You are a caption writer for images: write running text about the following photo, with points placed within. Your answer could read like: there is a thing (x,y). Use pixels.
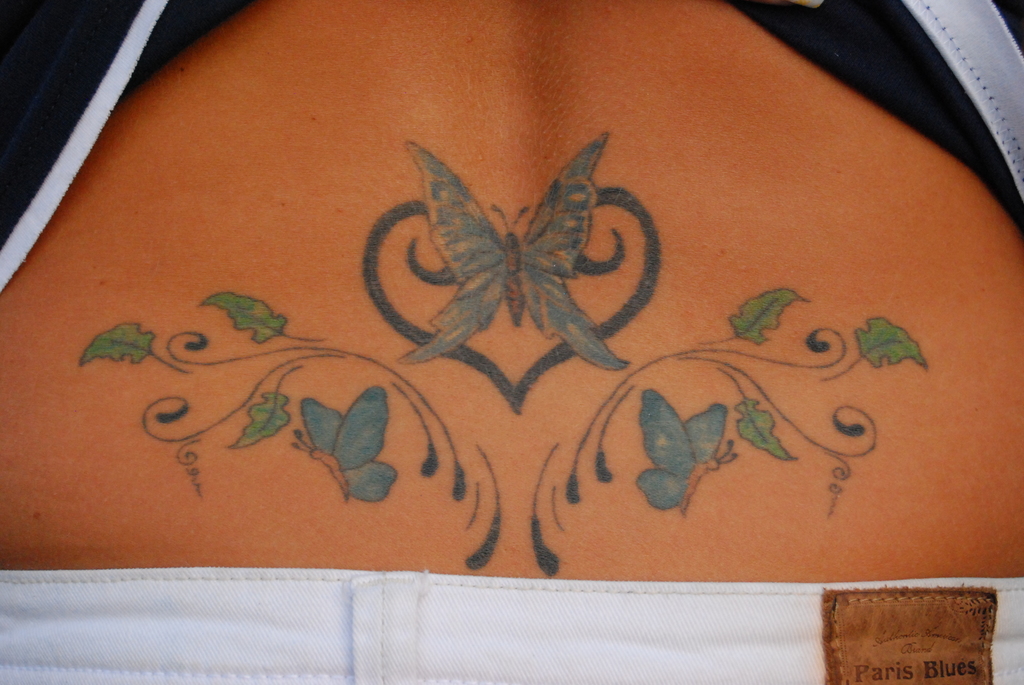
in this picture I can see the person's back (101,457) who is a painted the butterfly (510,275) and leaves (210,302). She is wearing t-shirt (965,10) and trouser (383,595).
